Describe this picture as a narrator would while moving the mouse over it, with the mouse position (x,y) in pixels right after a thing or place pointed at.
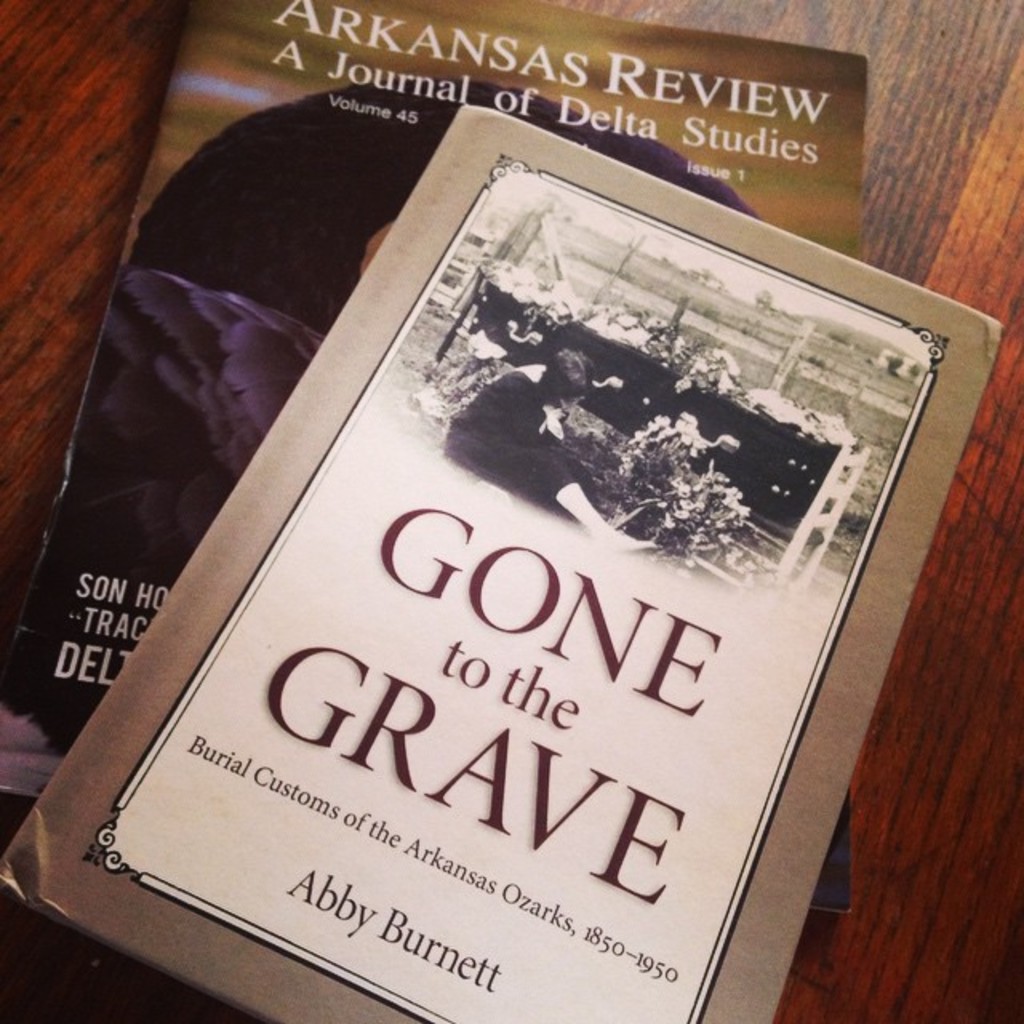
In this image we can see two books (471,730) on the table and both books (327,985) have some text (651,902) on it and on one book (662,893) we can see a picture (690,558) of a person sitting and we can see some other things (844,444).
